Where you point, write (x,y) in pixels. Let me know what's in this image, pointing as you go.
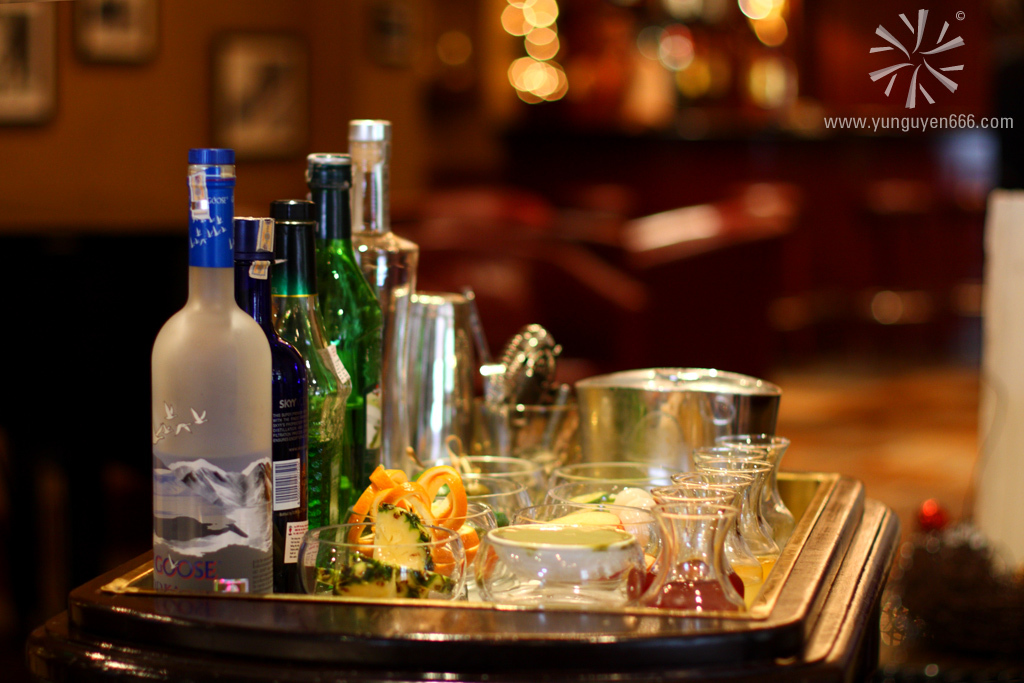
In this picture i could see some bottles (335,249) with the lid (303,215) on. Beside the bottles (295,243) there are some bowls (486,506) and in the bowls (502,478) some fruits (418,514) are arranged in it and there are some small glasses (719,515) in which there are drinks (687,569), there is steel bowl (671,403) also beside this bowls (460,542) and they all are arranged on the small dining table (182,618) which is brown in color.
